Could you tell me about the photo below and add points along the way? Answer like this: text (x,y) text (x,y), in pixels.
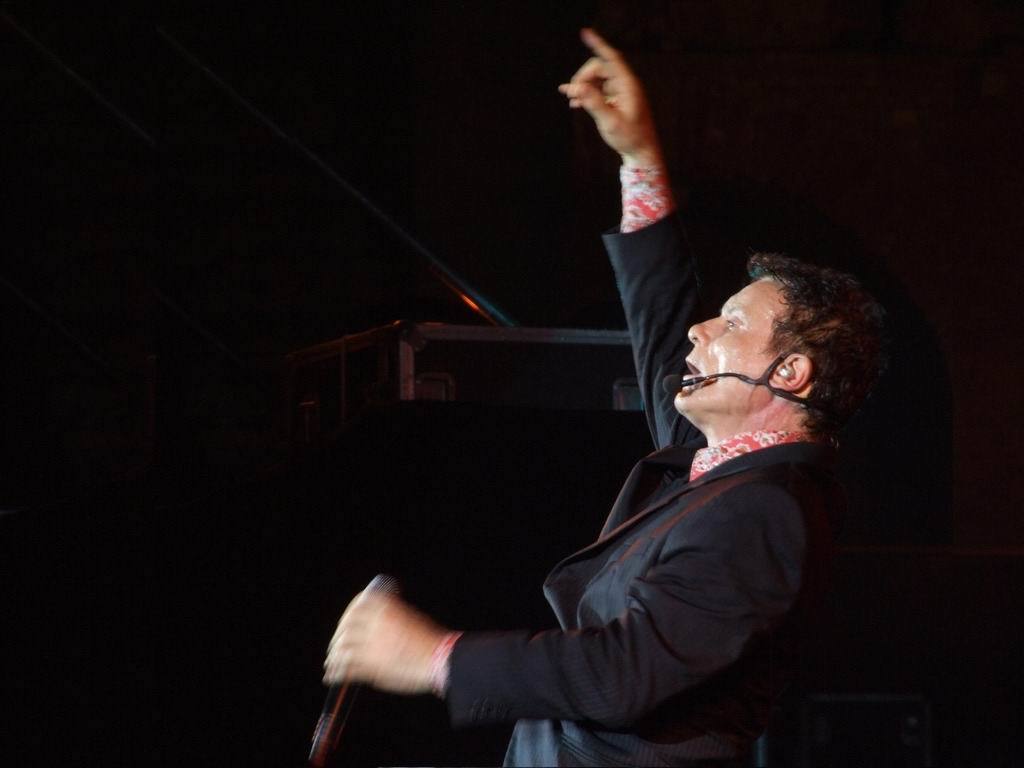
In this image we can see a man (682,580) holding a mic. In the background (464,368) there is a podium (568,453) and we can see a stand (405,348).
